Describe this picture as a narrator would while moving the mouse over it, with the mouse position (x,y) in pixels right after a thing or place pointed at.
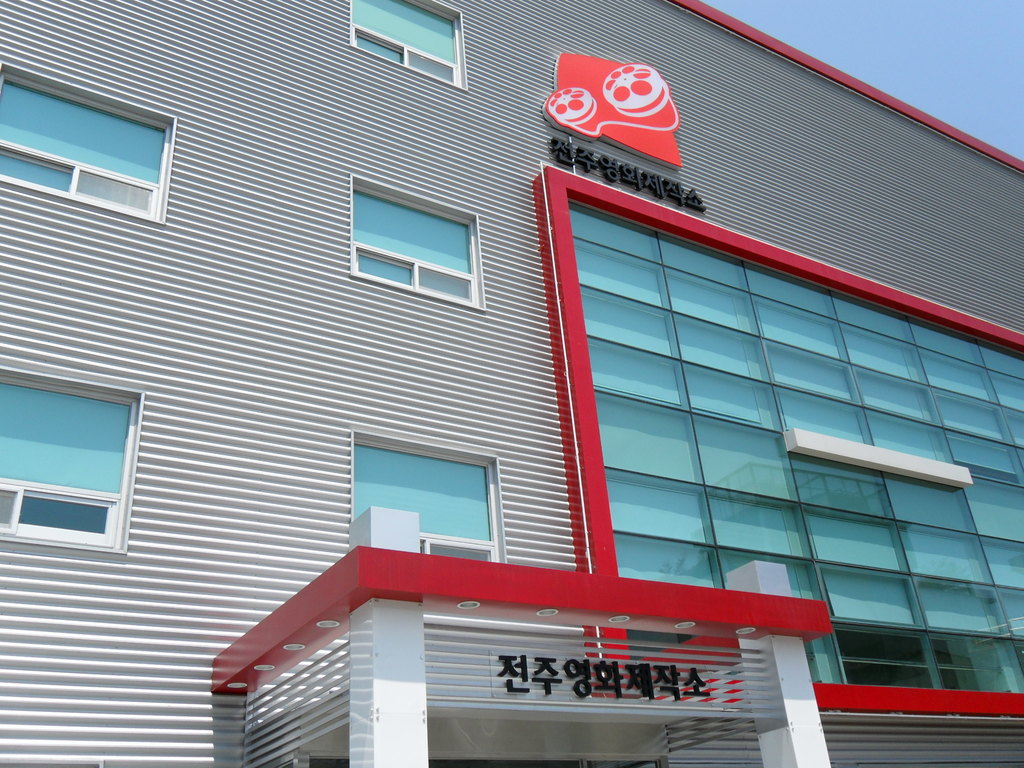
In this image we can see a commercial building (495,339), on the building (461,401) there are some windows (634,364) and there is a some text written on it.
